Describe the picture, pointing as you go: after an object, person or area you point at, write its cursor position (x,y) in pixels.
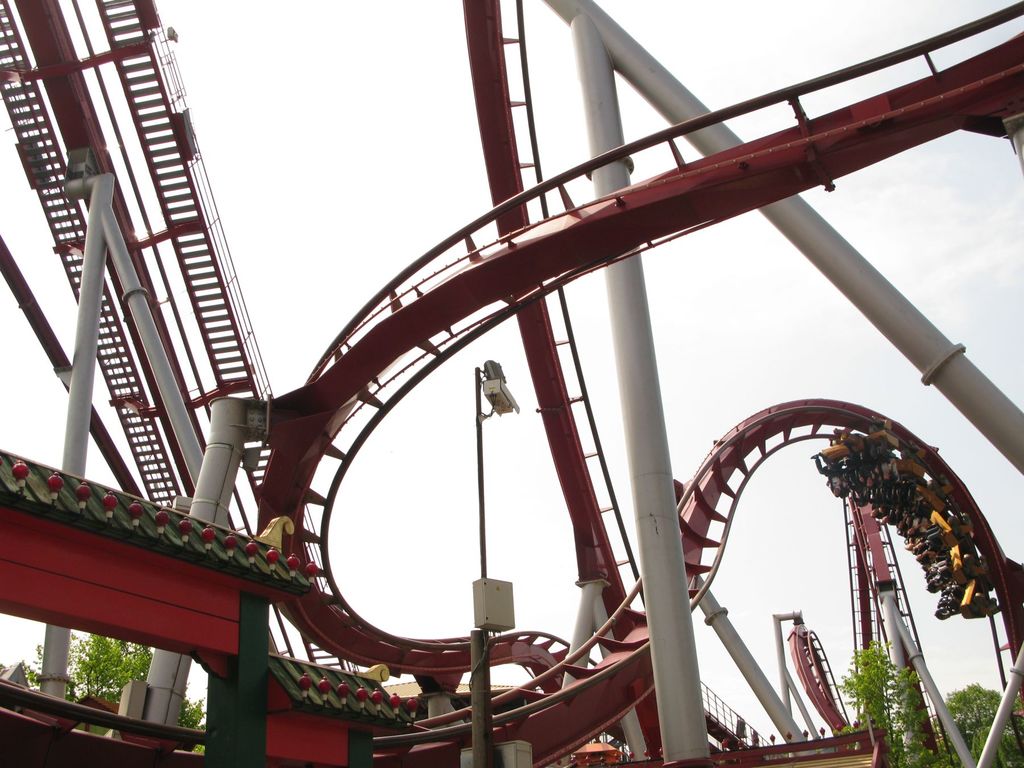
In this picture there is a rollercoaster (629,460) and there are group of people (836,444) sitting in the vehicle (966,572) and there is a pole (474,659) and there is a cc camera (503,386) on the pole (480,643) and there are trees (953,765). At the top (267,86) there is sky (267,86).
